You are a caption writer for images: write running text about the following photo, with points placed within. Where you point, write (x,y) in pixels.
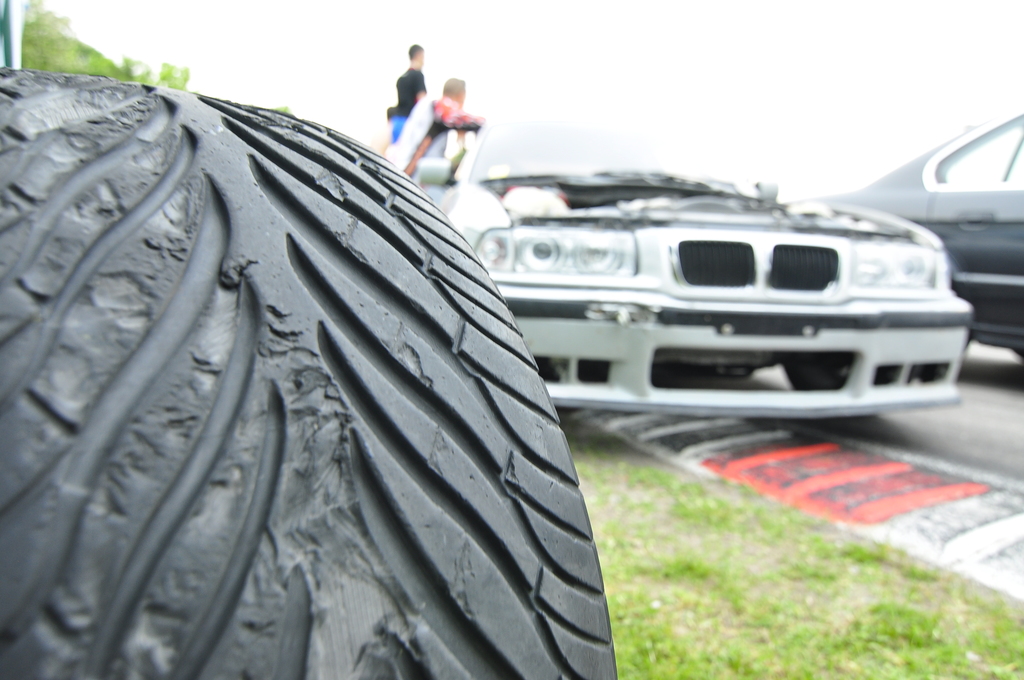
On the left side of the image (178,351) we can see Tyre (281,360). On the right side of the image (740,304) we can see cars (727,344) on the road (980,429). In the background (40,52) we can see persons (405,112), tree (88,53) and sky (373,28).
